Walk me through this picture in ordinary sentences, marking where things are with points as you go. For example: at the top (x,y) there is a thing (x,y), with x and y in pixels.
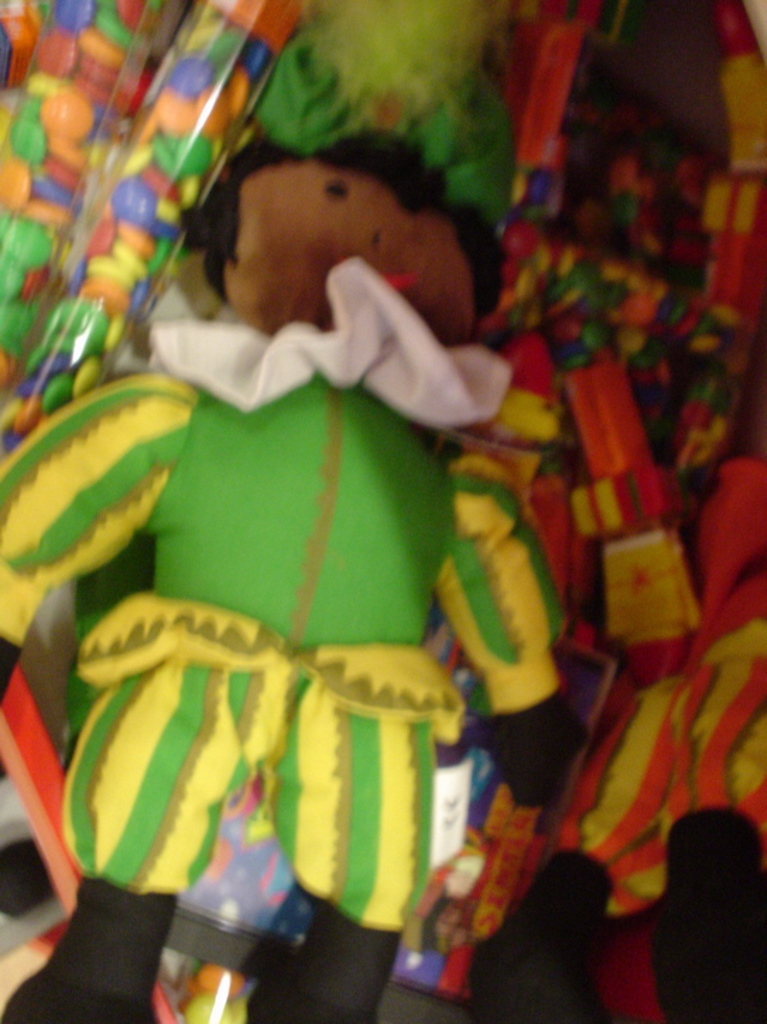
In this image I can see a doll (279,493) which is green, yellow, black and brown in color. I can see number of toys (639,753) around the doll (343,220) which are colorful.
